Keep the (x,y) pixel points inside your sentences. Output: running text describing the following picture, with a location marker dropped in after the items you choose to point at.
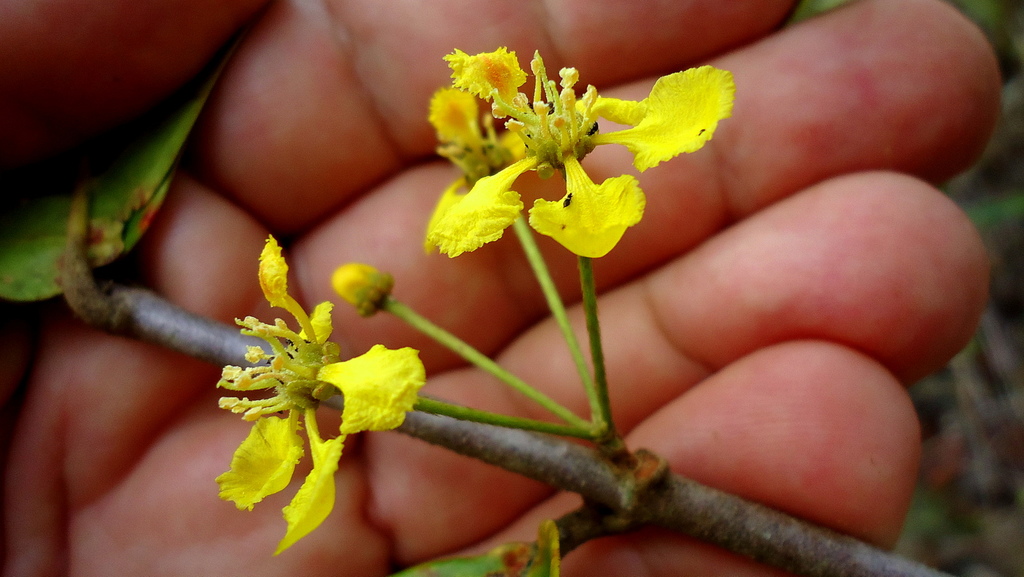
In the picture I can see the hand (152,80) of a person (759,408) holding the stem (589,512) of a flower plant (623,188).
